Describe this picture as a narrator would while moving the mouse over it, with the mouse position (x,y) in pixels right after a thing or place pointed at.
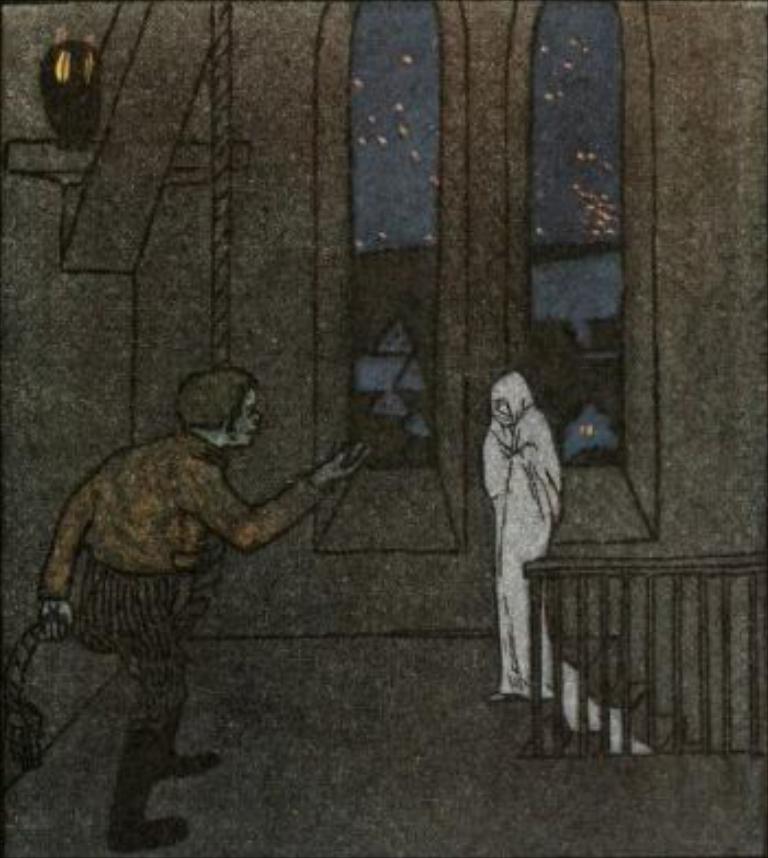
In this picture we can see a man (160,540) holding an object (14,745) with his hand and in front of him we can see a person (537,431), white cloth (529,519), fence (545,586), walls (380,507), glass (552,254) and some objects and from the glass (379,421) we can see a building (539,395), sky (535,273).
